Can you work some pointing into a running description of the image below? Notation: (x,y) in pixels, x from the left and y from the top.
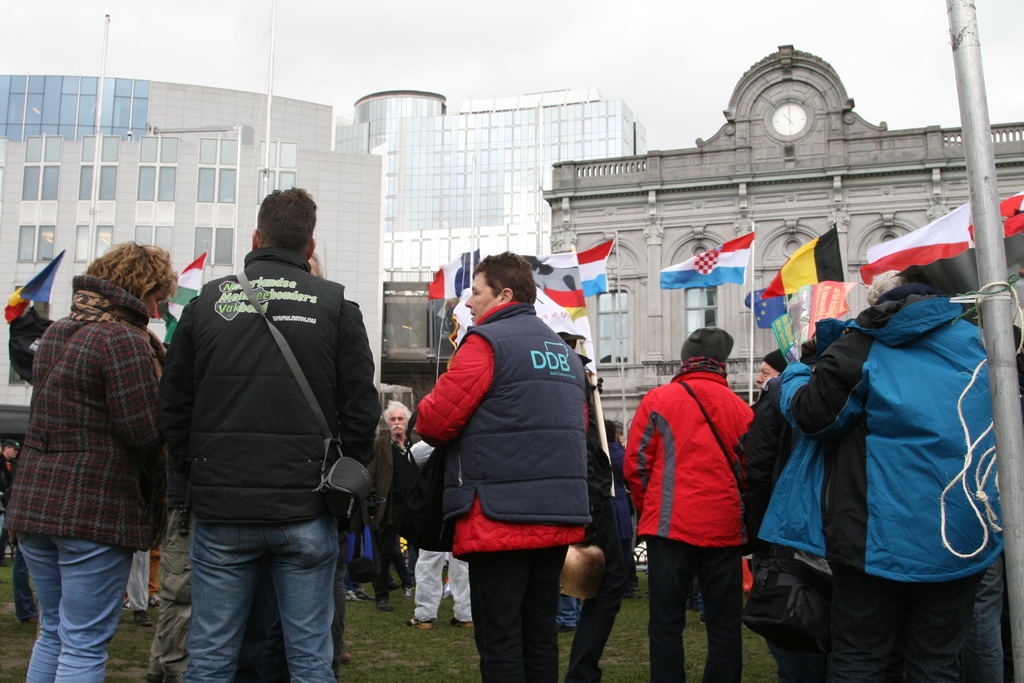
In this picture I can observe some people (389,558) standing on the ground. Most of them are men (703,518). On the right side (963,85) I can observe a pole (960,38). There are some flags (559,286) in front of the people (120,313). In the background (372,197) there are buildings (448,219) and sky (309,65).
